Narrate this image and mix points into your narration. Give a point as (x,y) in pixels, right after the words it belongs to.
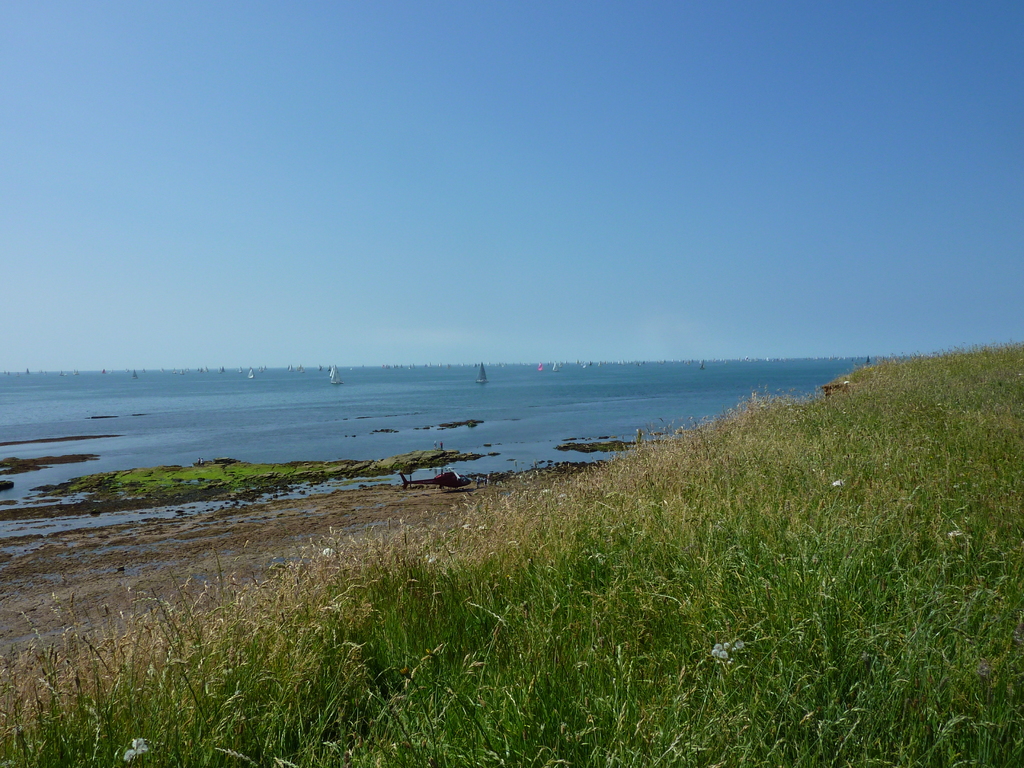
These are the plants (725,561). This looks like a helicopter (449,471), which is landed on the ground (425,504). Here is the water (145,442) flowing. I think these are the boats (482,378) on the water (477,393).
